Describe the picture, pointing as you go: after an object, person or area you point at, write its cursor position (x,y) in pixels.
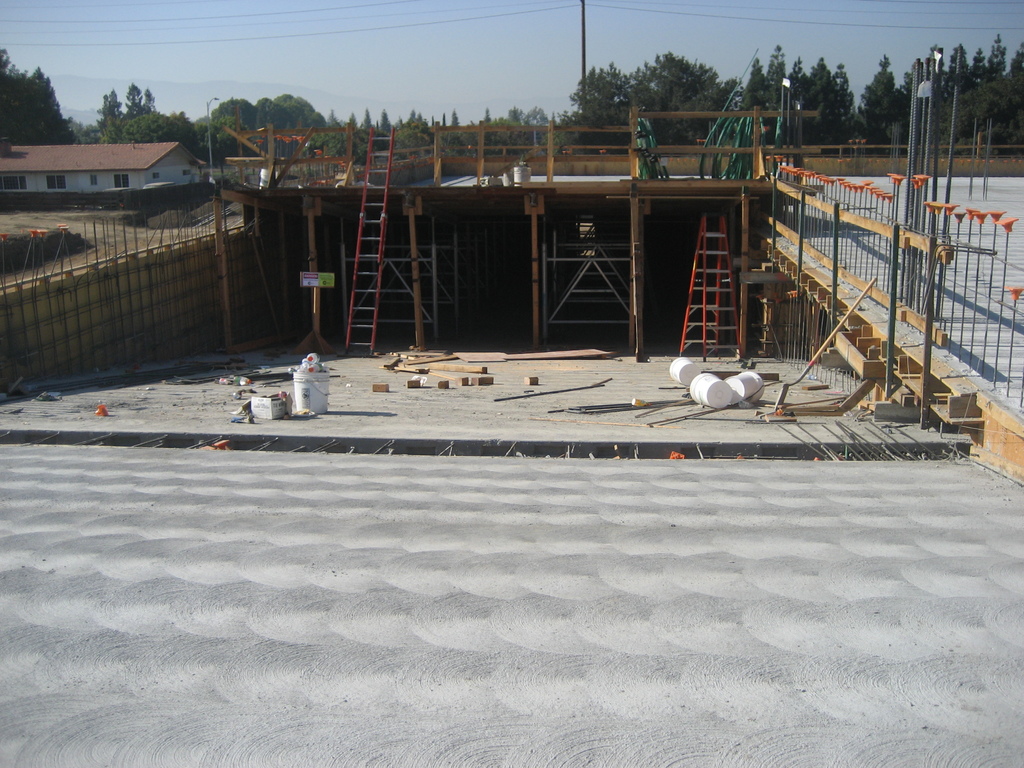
In this image, I can see the buckets (302,375) and few other things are lying on the ground (236,390). These are the ladders (717,315). I can see the poles (535,249) and wooden sticks (909,320). This is a house (65,180) with windows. These are the trees (676,96). This looks like a current pole (586,52) with the current wires (169,20) hanging.
